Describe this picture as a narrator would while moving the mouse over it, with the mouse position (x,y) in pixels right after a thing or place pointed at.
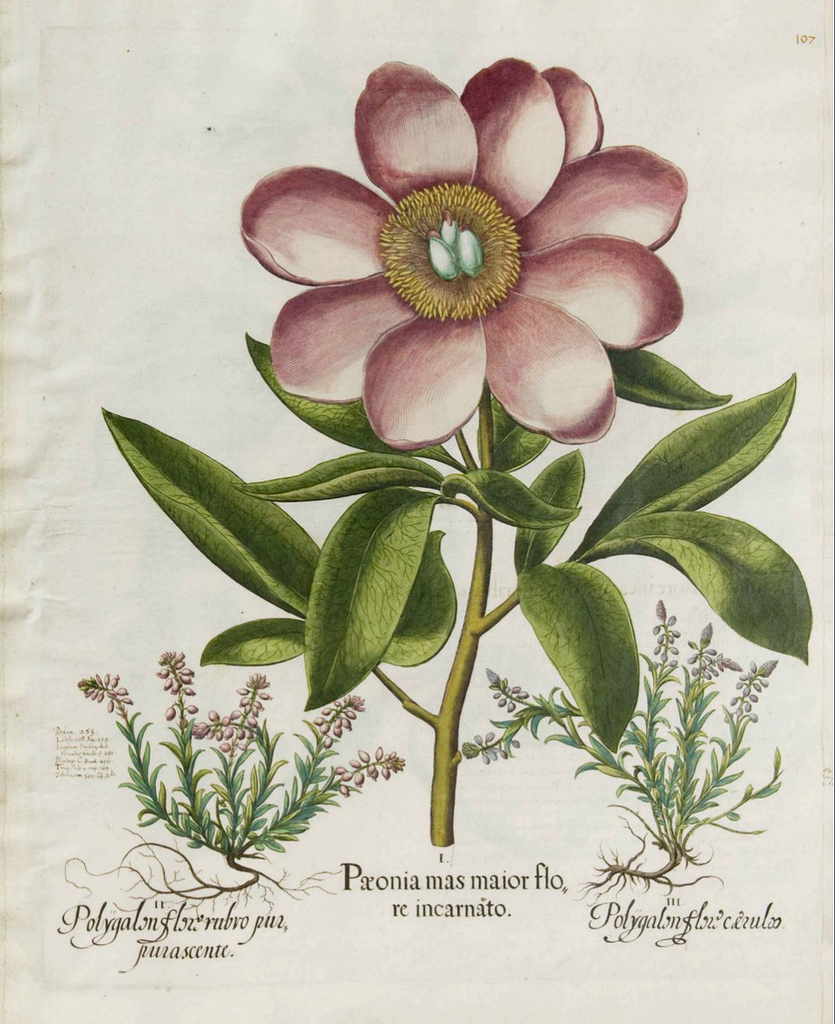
In the image there is a stem (442,804) with leaves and pink flower (465,376). At the left corner (269,758) there is a plant (228,721) with leaves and flower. And at the right corner of the image (739,733) also there is a plant (707,805) with leaves (727,736) and flower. At the bottom of the image (442,862) there is something written on it.
